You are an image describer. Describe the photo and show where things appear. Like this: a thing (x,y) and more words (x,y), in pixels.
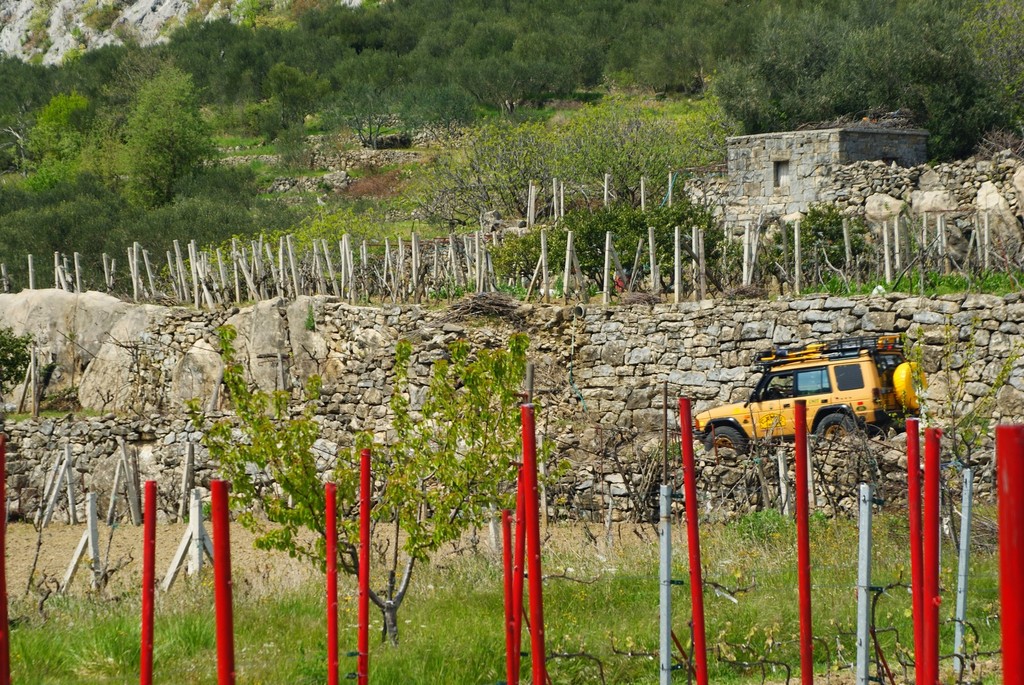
This is an outside view. At the bottom (152,639) there are some poles (913,615) and I can see the grass (471,610) on the ground (476,647). On the right side (808,377) there is a vehicle (808,401). In the background (752,131) there are many trees (353,125), poles (237,300) and also there is a house (779,157). In the middle of the image (603,351) there is a wall (685,352).
